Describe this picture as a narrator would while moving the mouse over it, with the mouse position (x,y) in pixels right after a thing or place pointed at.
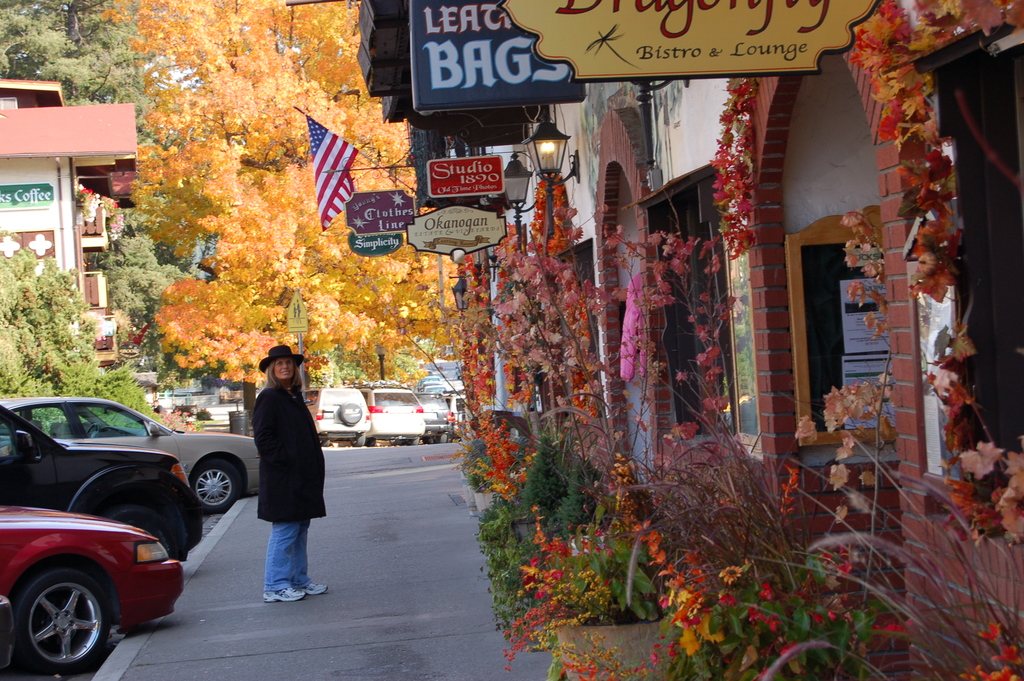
In the bottom right side of the image (770,524) there are some plants (577,422) and flowers (579,392). Behind them there is a building (505,124), on the building (482,141) there are some lights (526,161) and flags (323,155) and banners (358,214). In the middle of the image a woman (275,588) is standing and watching. Behind her there are some vehicles (328,403) and poles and trees (139,270) and buildings (71,159).
